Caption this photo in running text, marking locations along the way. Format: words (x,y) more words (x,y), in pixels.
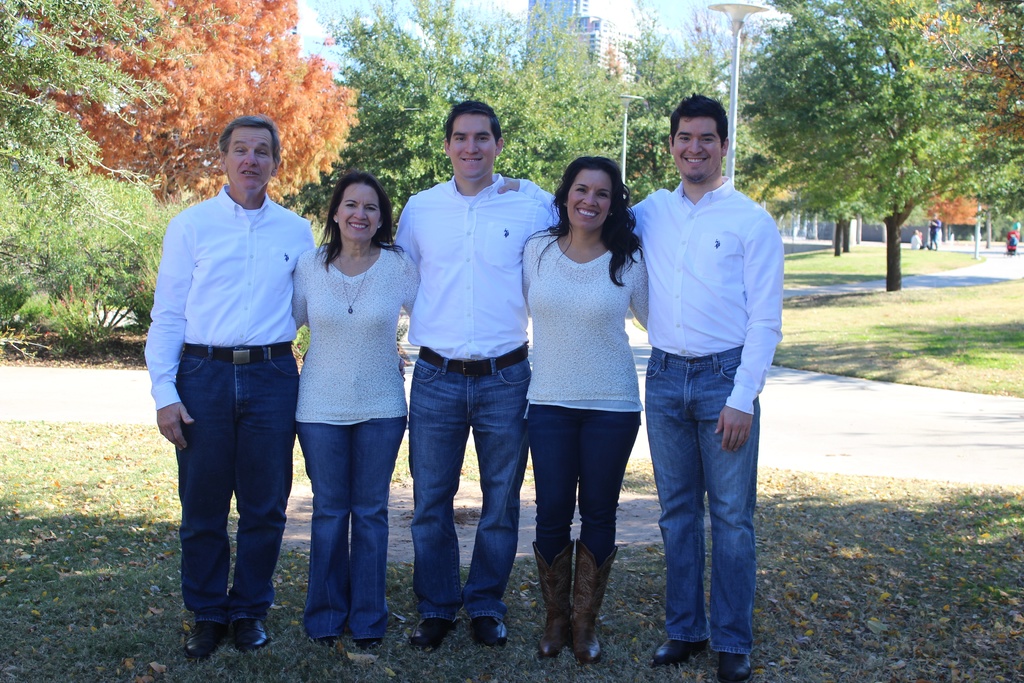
In this image I can see few people (510,354) standing and wearing white top (353,360) and jeans (361,436). Back Side I can see trees (523,75) and poles (738,36). I can see building (552,25). The sky (341,18) is in blue and white color.
